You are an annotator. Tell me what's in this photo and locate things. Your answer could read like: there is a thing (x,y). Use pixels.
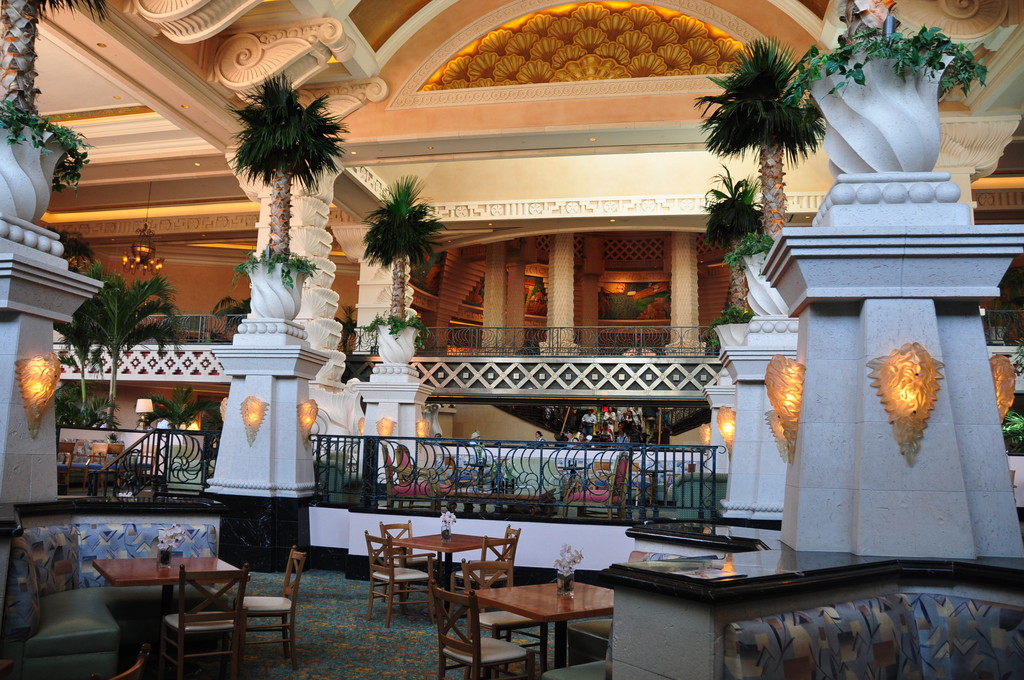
In the image we can see there is a huge building (300,537) in which there are tables (171,593) and chairs (465,585) and trees (296,130).
